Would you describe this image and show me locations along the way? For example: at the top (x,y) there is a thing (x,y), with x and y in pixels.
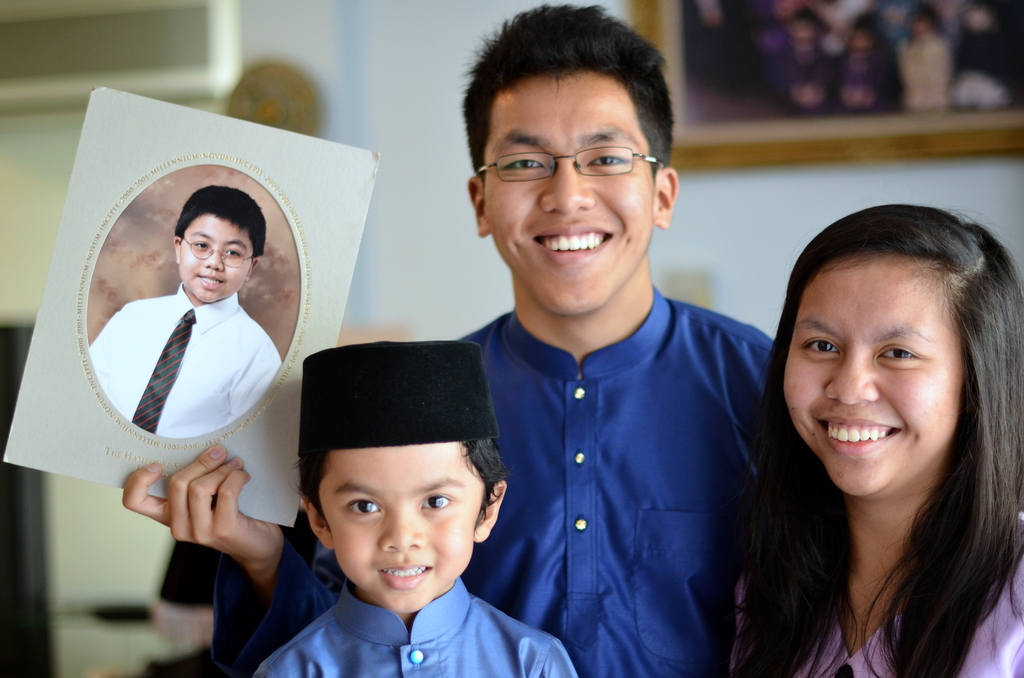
In this picture I can observe a couple (602,470) and boy (472,516). All of them are smiling. Man (551,307) is holding a photo frame (243,332) in his hand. In the background (864,82) I can observe photo frame (827,83) on the wall (436,155).
